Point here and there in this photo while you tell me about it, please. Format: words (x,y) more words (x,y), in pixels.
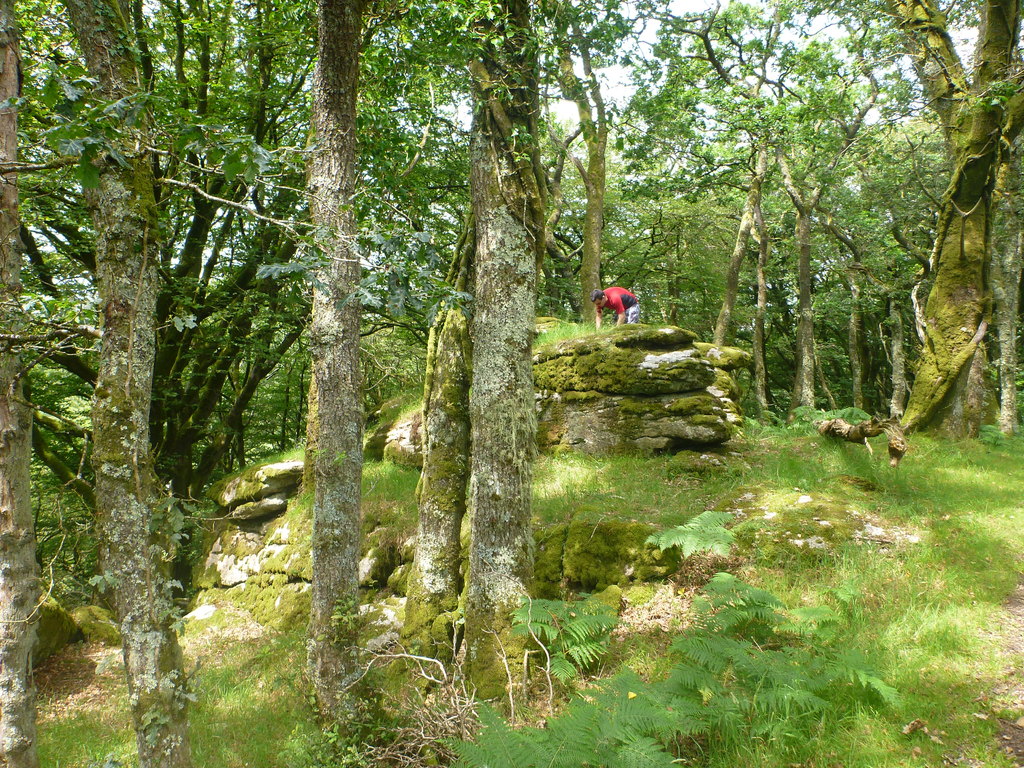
Land (904,542) is covered with grass (974,633). Here we can see plants (554,738), trees (574,311) and a person (610,304).
